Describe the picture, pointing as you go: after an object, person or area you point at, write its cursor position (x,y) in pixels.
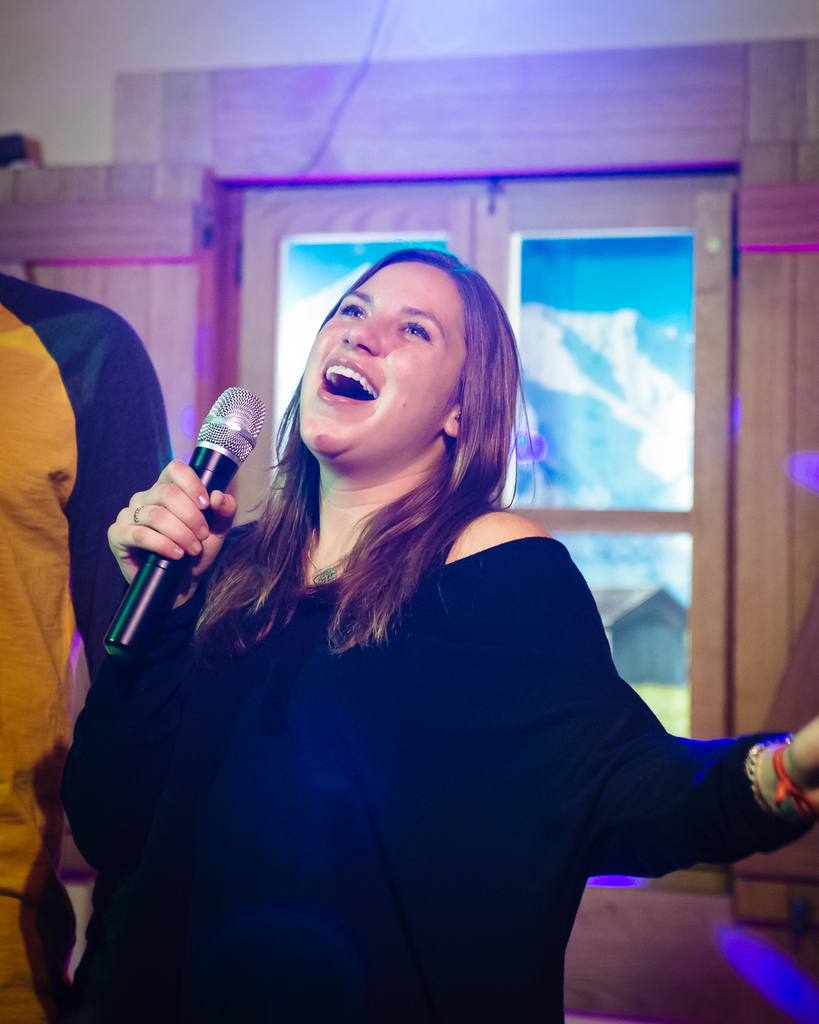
In this picture there is a woman (394,424) standing and holding the microphone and she is singing and there is a person (70,453) standing. At the back (505,196) there is a window (584,485) and there is a mountain (322,301) and house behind the window (590,273). At the top (555,278) there is sky (627,264) and there is a wire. At the bottom (659,924) there is a wooden wall (659,924).
